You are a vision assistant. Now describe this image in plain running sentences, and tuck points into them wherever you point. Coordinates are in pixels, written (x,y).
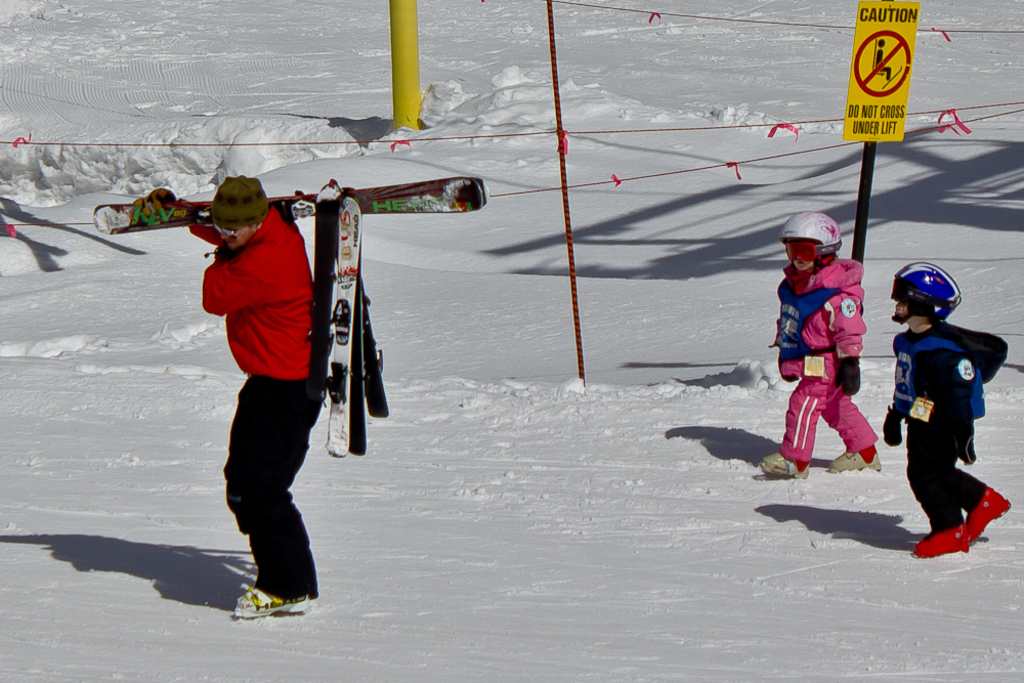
In this image we can see a man (241,402) standing and holding skiboards (310,212). On the right (791,333) there are people (828,384) wearing jackets (845,348) and helmets (814,238). At the bottom (439,640) there is snow (709,607). In the background (879,138) there is a board (896,135) and a pole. We can see ropes (137,145).
